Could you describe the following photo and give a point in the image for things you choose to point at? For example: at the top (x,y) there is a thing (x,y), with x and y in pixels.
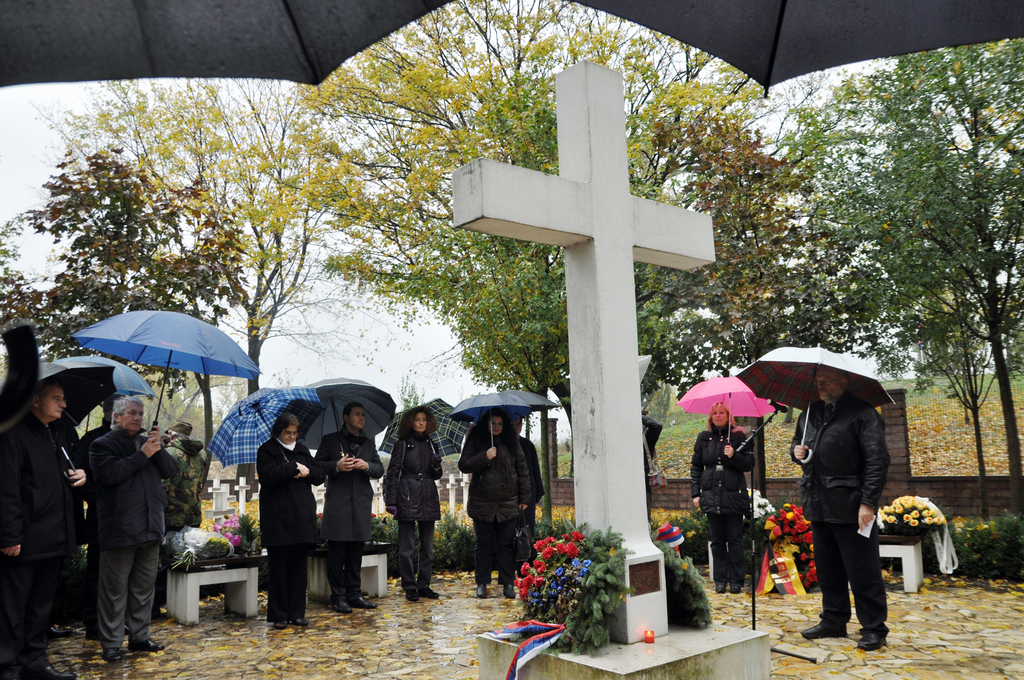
In this picture we can see some people (60,509) standing here, they are holding umbrellas (238,463), we can see plants (672,512) and trees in the background (1003,537), there are some flowers (562,551) here, we can see Christianity symbol (629,432) here, there is the sky (29,142) at the top of the picture (29,136).
